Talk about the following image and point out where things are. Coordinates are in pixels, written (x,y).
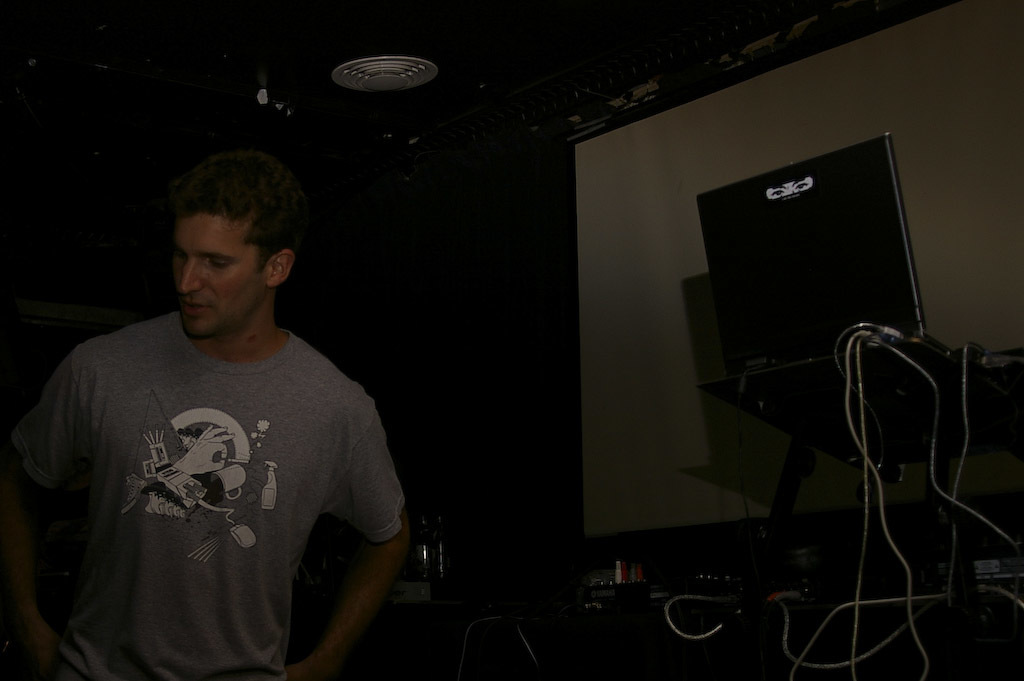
In the picture we can see a man (254,611) standing near the electric substances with wires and to the wall (512,565) we can see a screen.
